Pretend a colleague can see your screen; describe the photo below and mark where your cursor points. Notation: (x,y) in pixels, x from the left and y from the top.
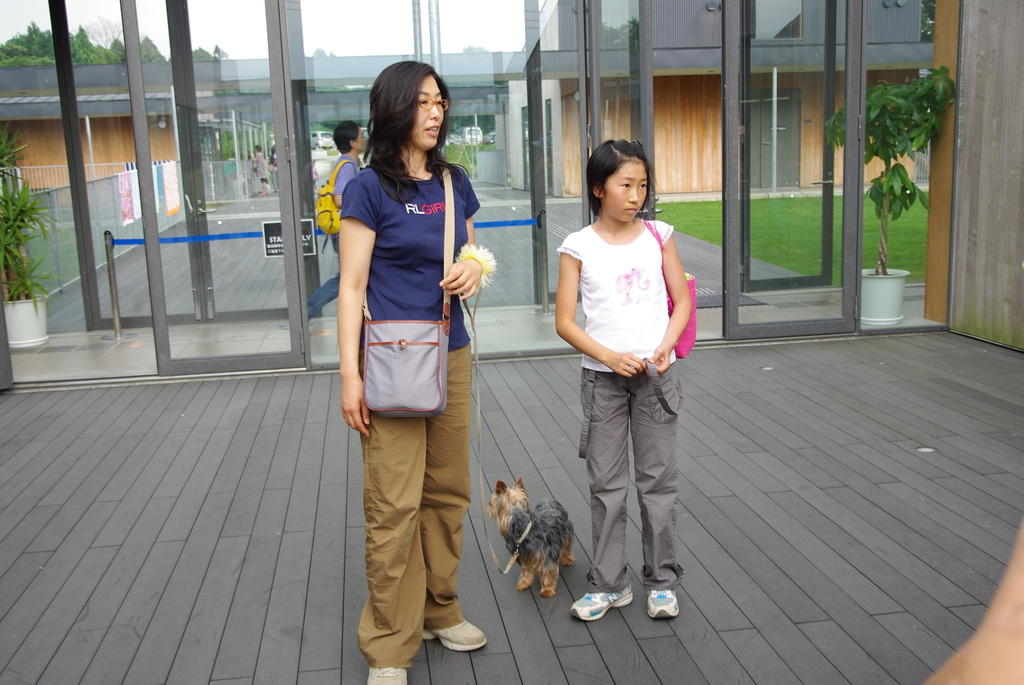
In this picture there is a woman (457,323) standing in the center (401,366) and wearing bag (415,362). She is holding leash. Beside her there is another girl (627,293) wearing a handbag (686,306) and in between them there is dog (535,530). Behind them there are glass doors (226,207) and a man (348,171) walking. In the background (247,56) there are building (165,133), trees (110,56), sky (455,29), grass (705,215) and houseplants (883,162).
